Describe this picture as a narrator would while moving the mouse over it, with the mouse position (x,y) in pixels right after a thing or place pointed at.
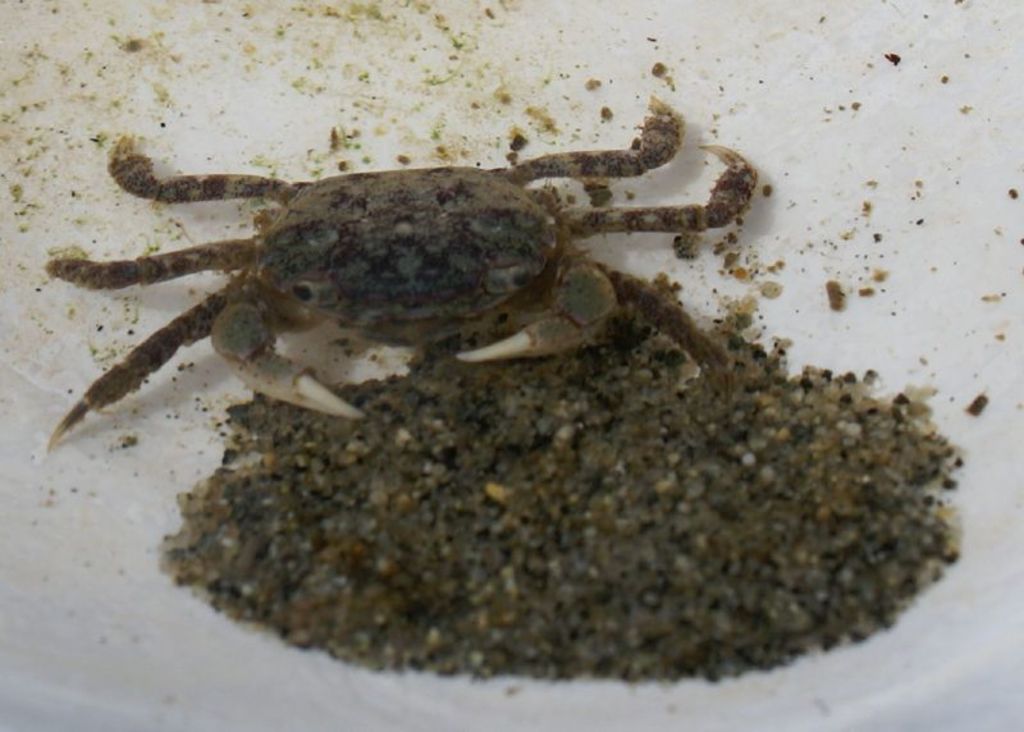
In this image I can see a crab (300,205). To the side I can see the mud (467,514). It is on the white color surface (113,671).
